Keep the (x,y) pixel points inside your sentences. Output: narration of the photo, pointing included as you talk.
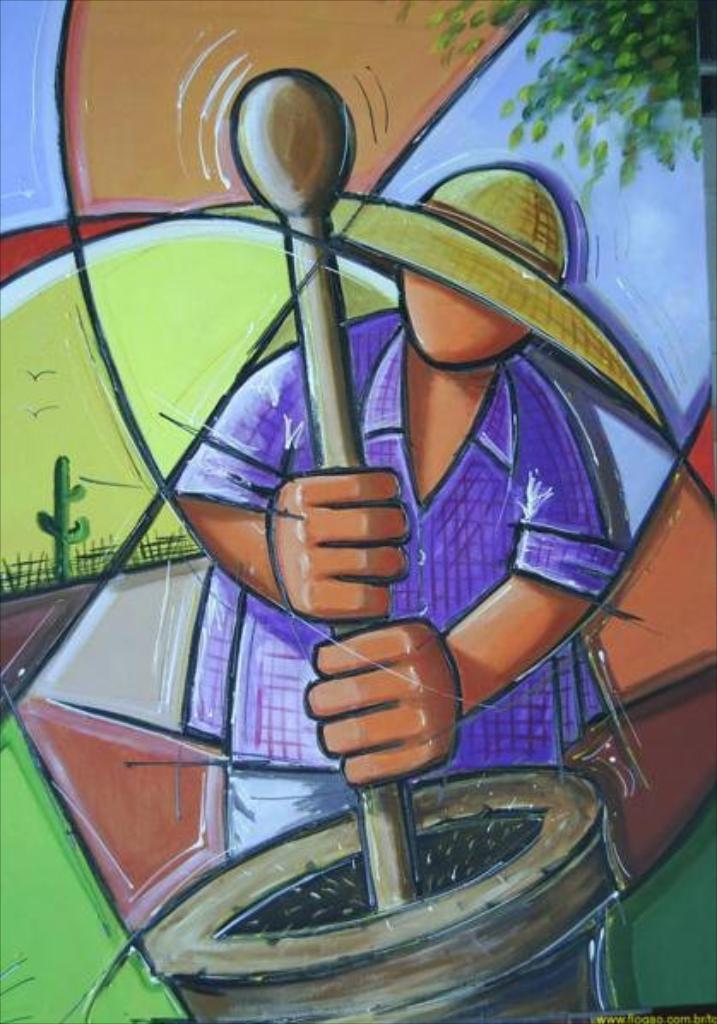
This is a painting. In this picture we can see a person (208,624) holding a stick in his hand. This stick (384,832) is in a bowl (297,963). We can see a cactus plant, birds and a tree (683,53) in the background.
